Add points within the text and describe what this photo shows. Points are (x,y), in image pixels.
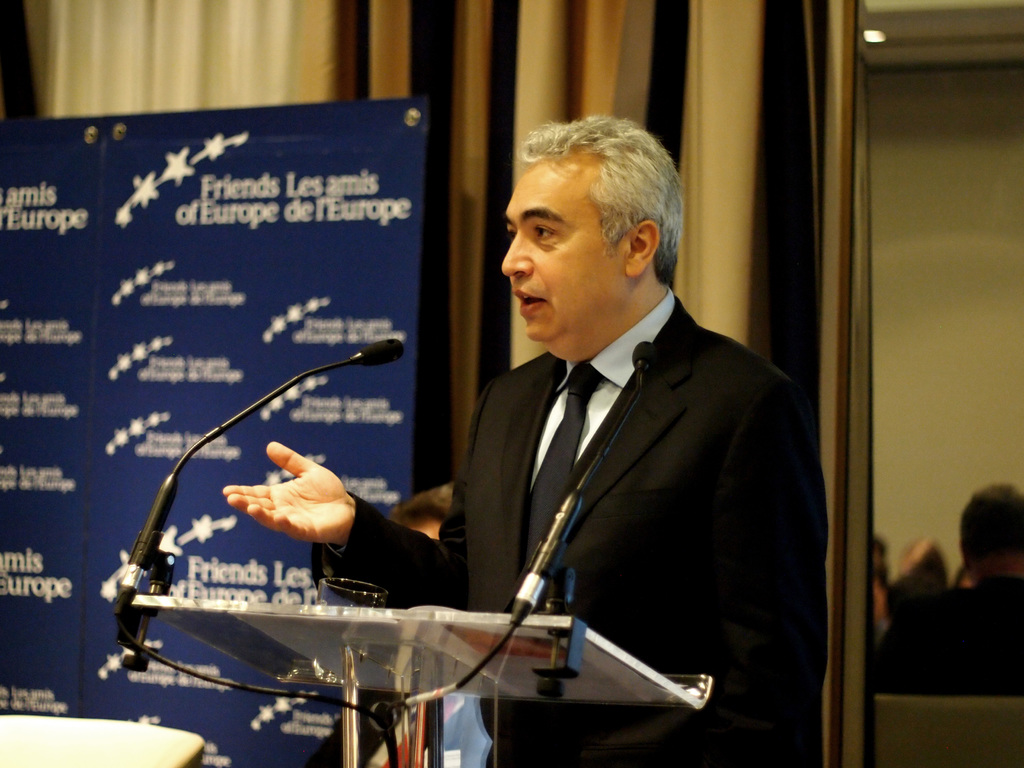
In the picture I can see a person (436,565) wearing blazer (586,572), tie (581,412) and shirt (595,414) is standing at the podium (241,621) where glass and mics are placed. The background of the image (107,351) is blurred, where we can see a board (271,282) which is in blue color on which we can see some text (305,213) and we can see the curtains (105,81).
